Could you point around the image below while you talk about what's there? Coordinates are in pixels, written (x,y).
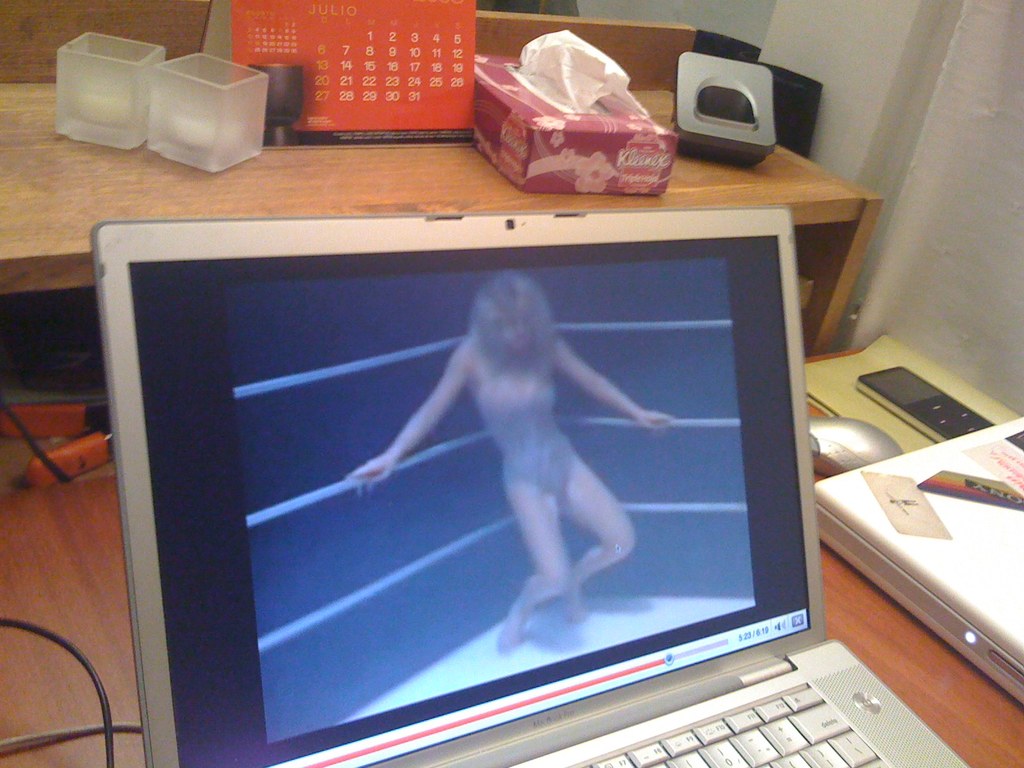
In this image we can see a laptop (456,560). In the laptop (559,553) we can see a woman (541,543). Behind the laptop (350,266) we can see few objects (334,140) on the tables (165,190). In the top right (885,79), we can see a wall (937,132).
